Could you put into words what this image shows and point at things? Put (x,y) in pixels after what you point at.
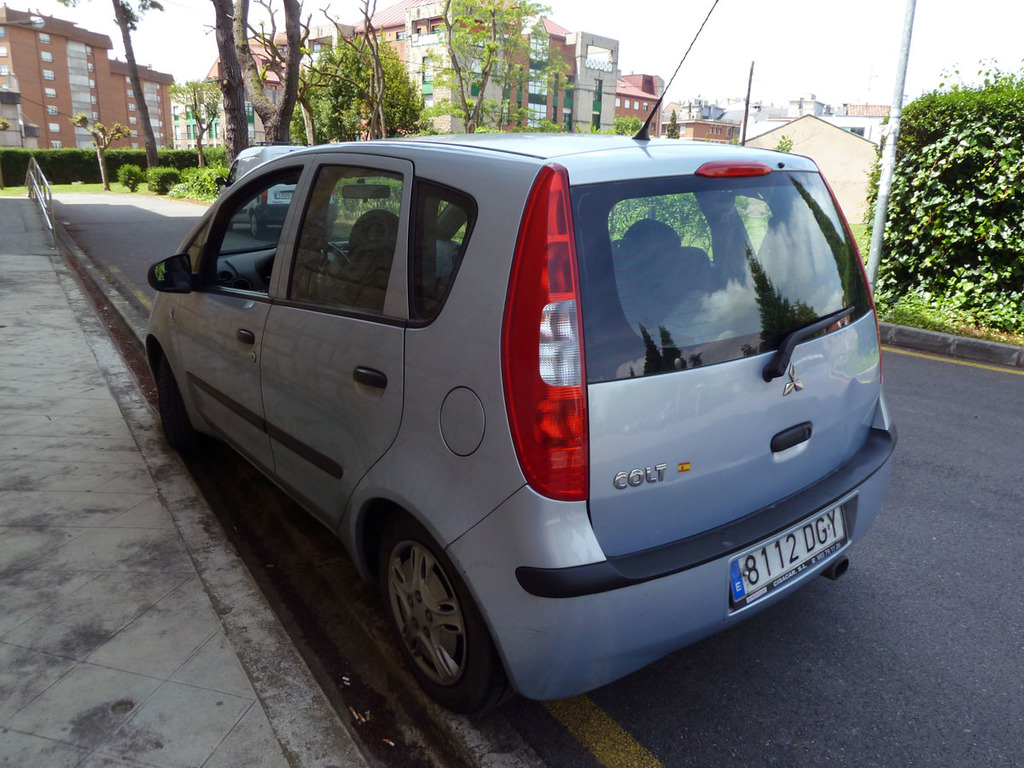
In this image we can see buildings (72,145), motor vehicles (539,243) on the road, trees (460,98), poles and sky (678,50).
